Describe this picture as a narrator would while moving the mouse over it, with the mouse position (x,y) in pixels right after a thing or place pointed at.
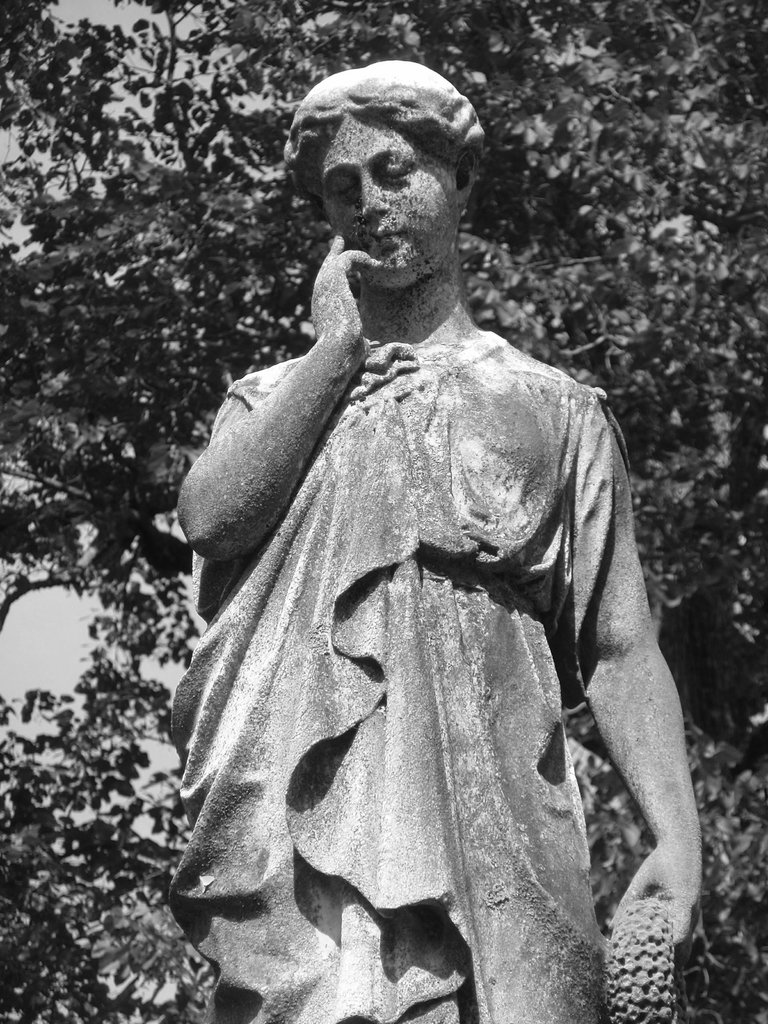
This is a black and white picture. In front of the picture, we see the statue (357,398) of a woman (388,673). In the background (710,380), we see the trees (165,496) and the sky (57,656).
